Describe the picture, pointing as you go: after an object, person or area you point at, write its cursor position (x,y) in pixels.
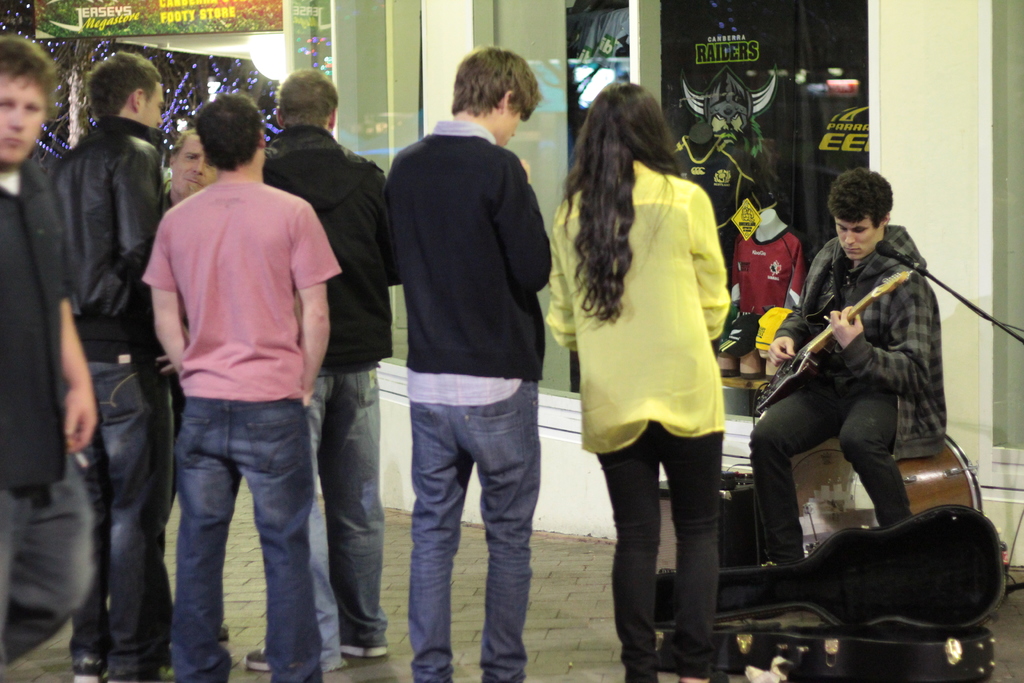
In this picture we can see a group of people (333,476) on the ground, one person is holding a guitar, here we can see a mic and musical instruments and in the background (584,477) we can see a wall (564,431), posters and some objects (608,39).
